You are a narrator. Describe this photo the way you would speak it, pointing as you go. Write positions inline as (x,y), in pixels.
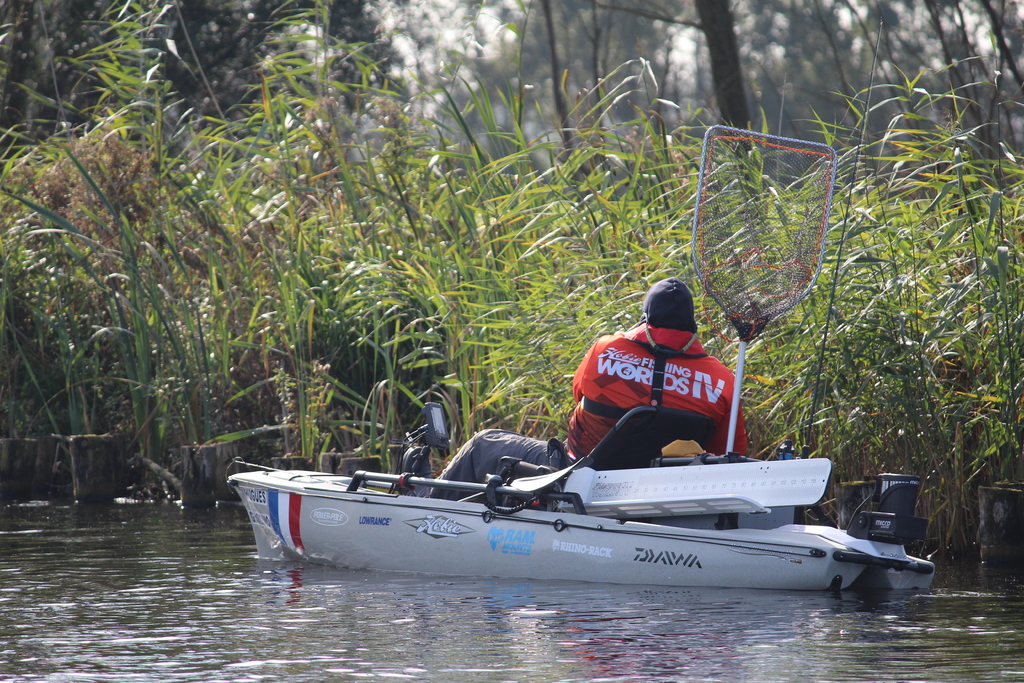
In this image we can see a person (609,383) sitting in a boat (627,544) which is in the water (731,624). We can also see a net (797,305) with stand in a boat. On the backside (560,291) we can see some plants (558,293), the bark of a tree (721,60) and some trees (793,122).
